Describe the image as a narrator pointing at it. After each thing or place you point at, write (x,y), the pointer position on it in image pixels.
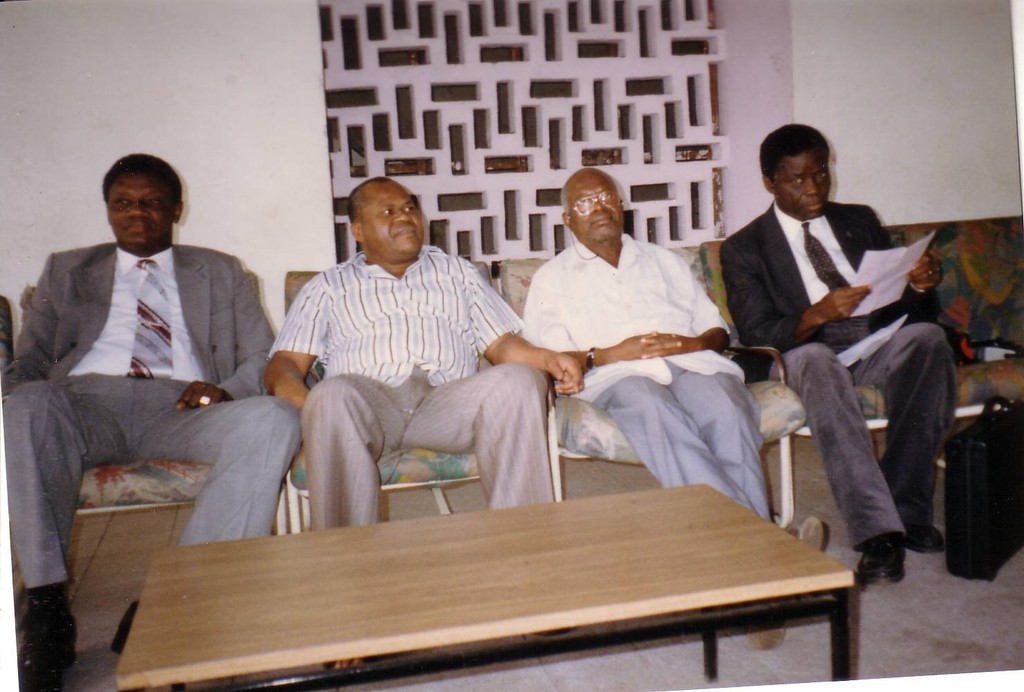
There are four persons (383,340) sitting in chairs (1016,277) and there is a table (422,557) in front of them and the background wall (212,84) is white in color.
